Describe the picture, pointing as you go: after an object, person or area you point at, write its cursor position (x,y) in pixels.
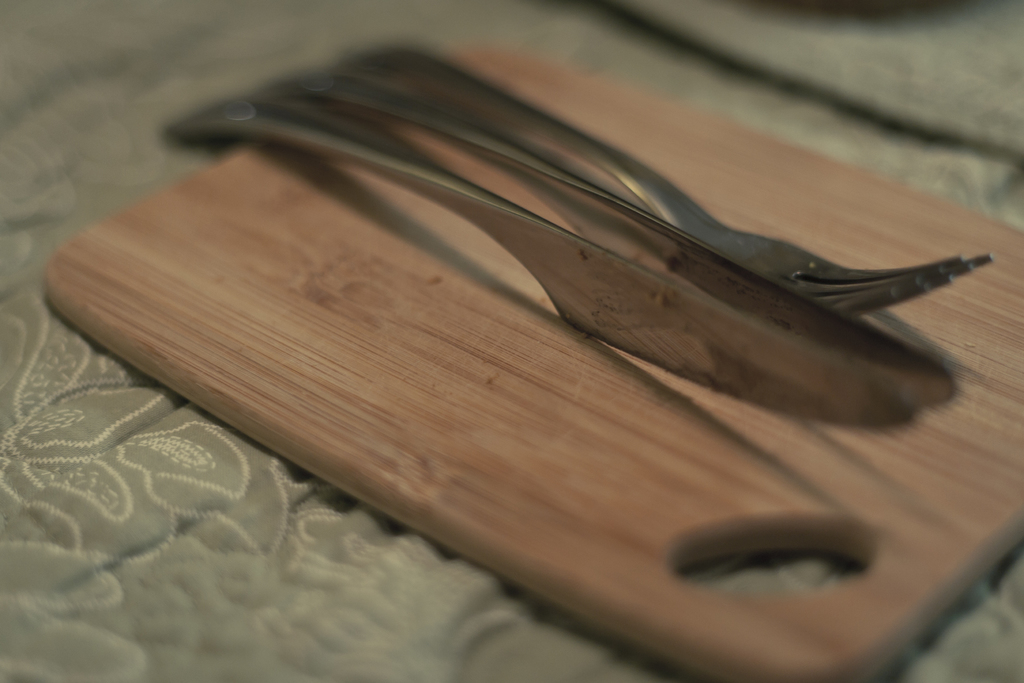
In this image in the center (352,379) there is one cutting board (446,381), on the board (734,539) there are a knife (665,272), some forks (882,285) and in the background (127,122) there is a blanket (170,521).
